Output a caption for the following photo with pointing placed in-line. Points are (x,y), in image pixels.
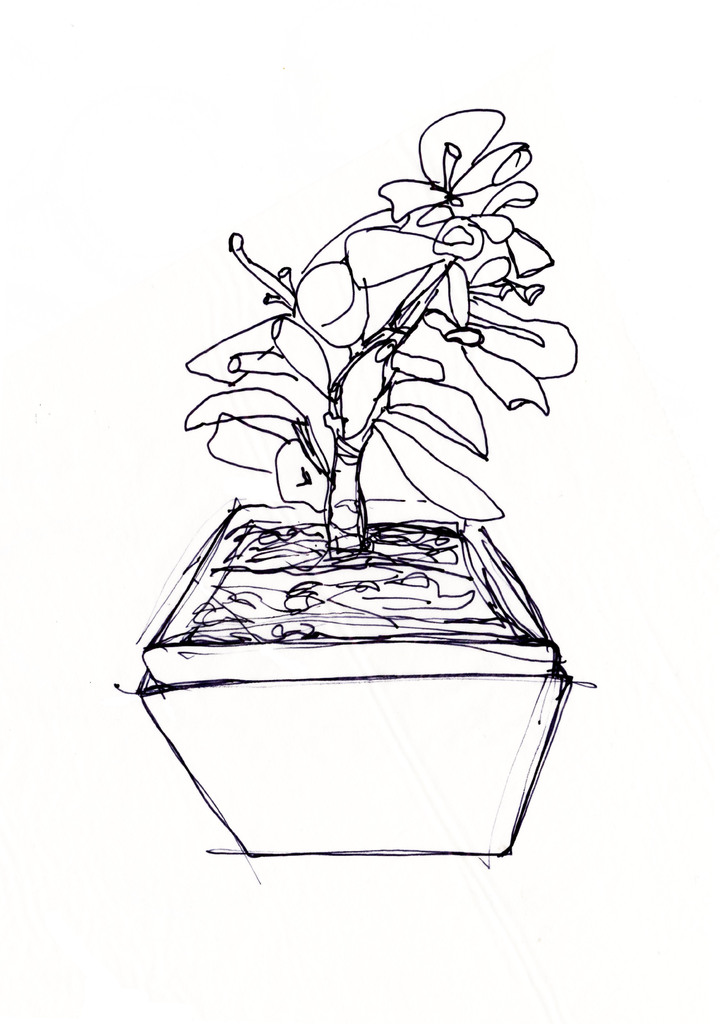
In this image I can see the art (347,339) of the flower pot (405,511) and there is a white background (708,549).
